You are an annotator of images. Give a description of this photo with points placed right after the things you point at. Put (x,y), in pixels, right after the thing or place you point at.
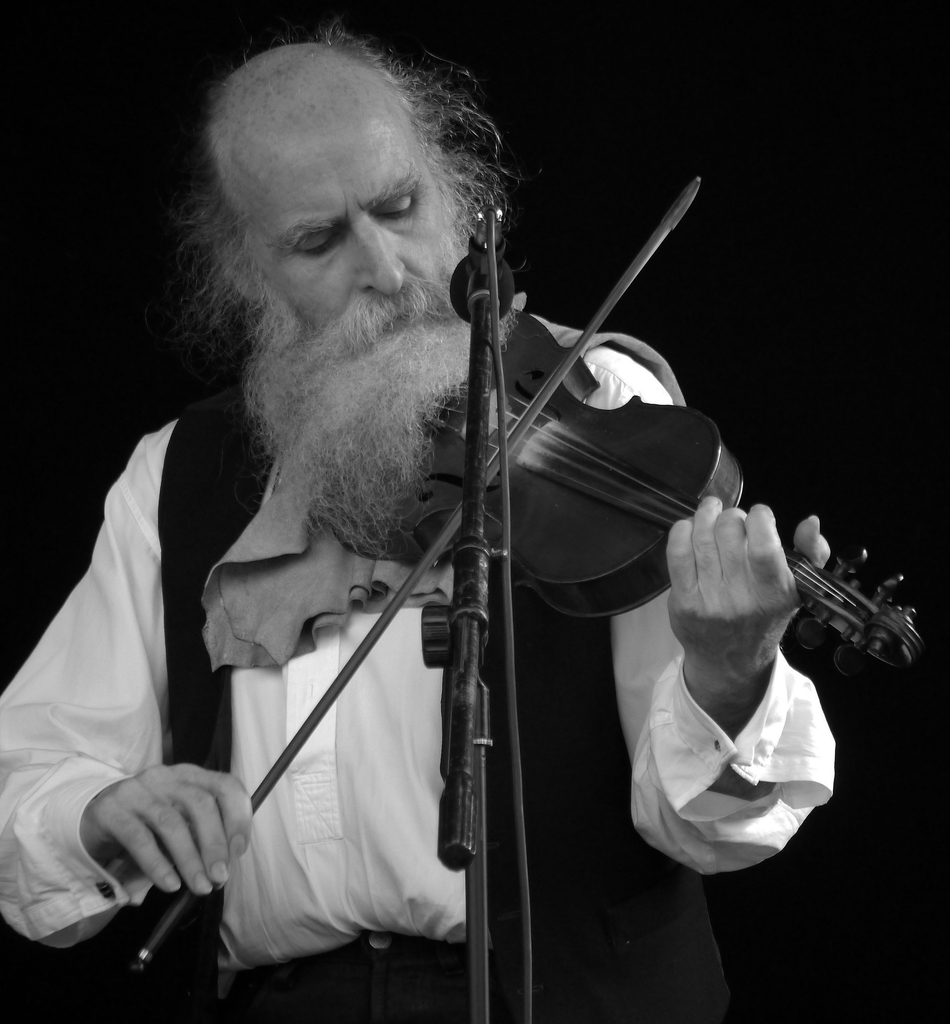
This is of a black and white image. I can see a old man (358,769) standing and playing violin (541,493). This is a mike (488,270) with the mike stand (460,737).
